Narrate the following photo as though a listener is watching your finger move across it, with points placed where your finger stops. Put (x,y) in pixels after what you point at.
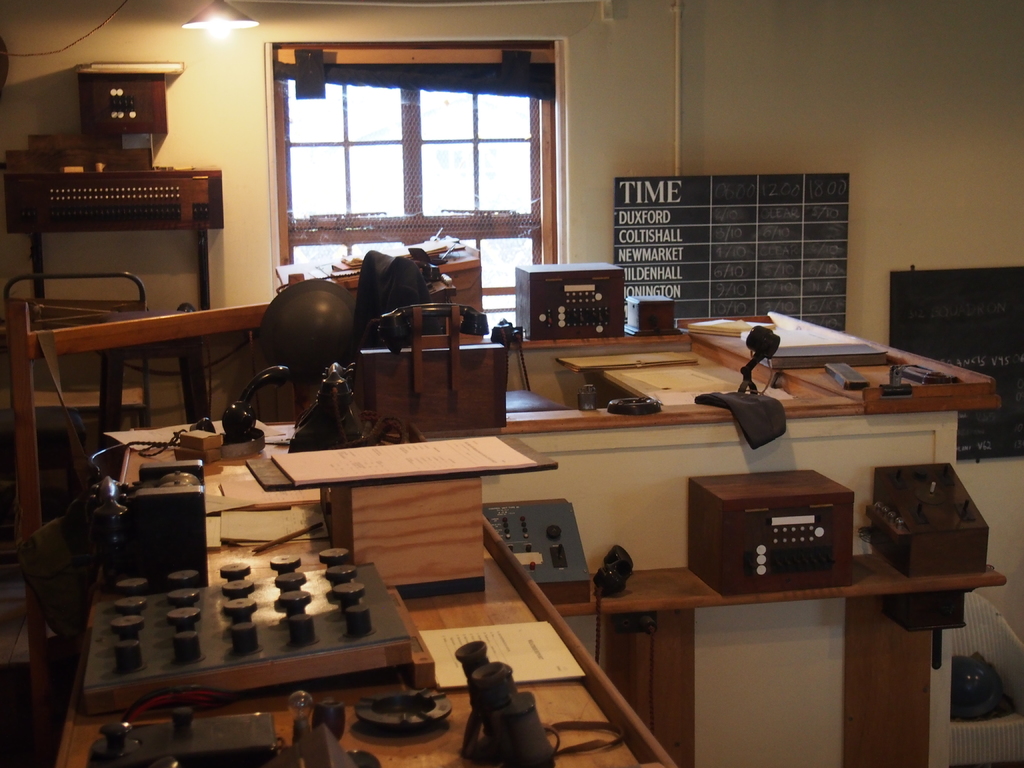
In this image there are tables (707,411), on that table (635,752) there are electrical items (713,500), in the background (925,55) there is wall (501,16) to that wall (703,156) there is a window (488,119) and boards (743,210) on one board (736,241) there is some text (790,250).
